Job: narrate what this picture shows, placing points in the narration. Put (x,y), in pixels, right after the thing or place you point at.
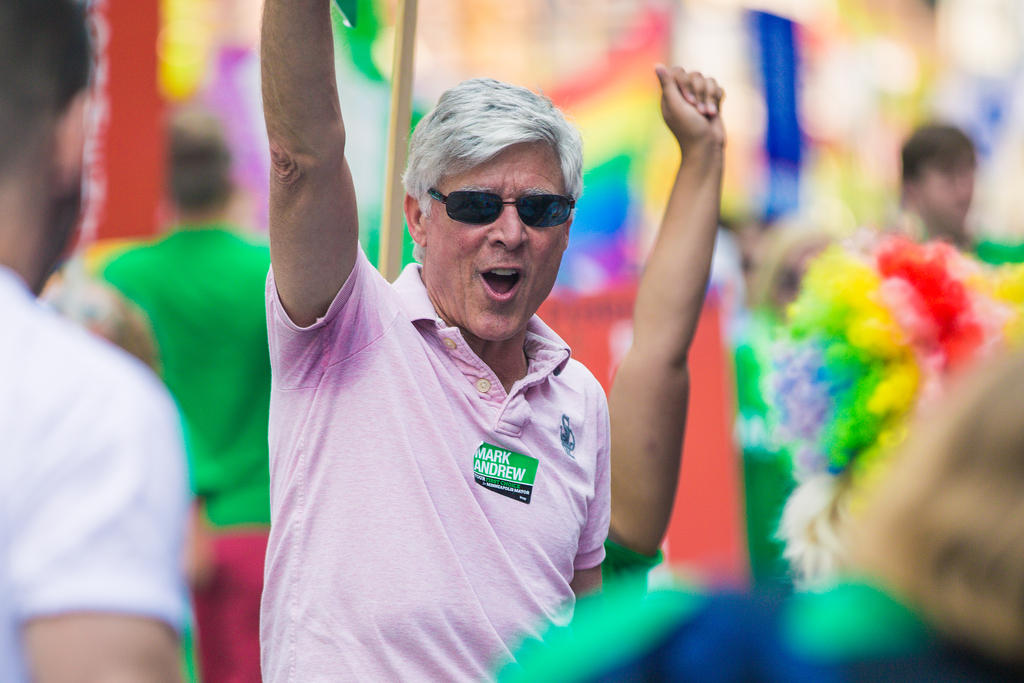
This picture describes about group of people (308,313), in the middle of the image (351,351) we can see a man (485,283), he wore spectacles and we can see blurry background (781,115).
